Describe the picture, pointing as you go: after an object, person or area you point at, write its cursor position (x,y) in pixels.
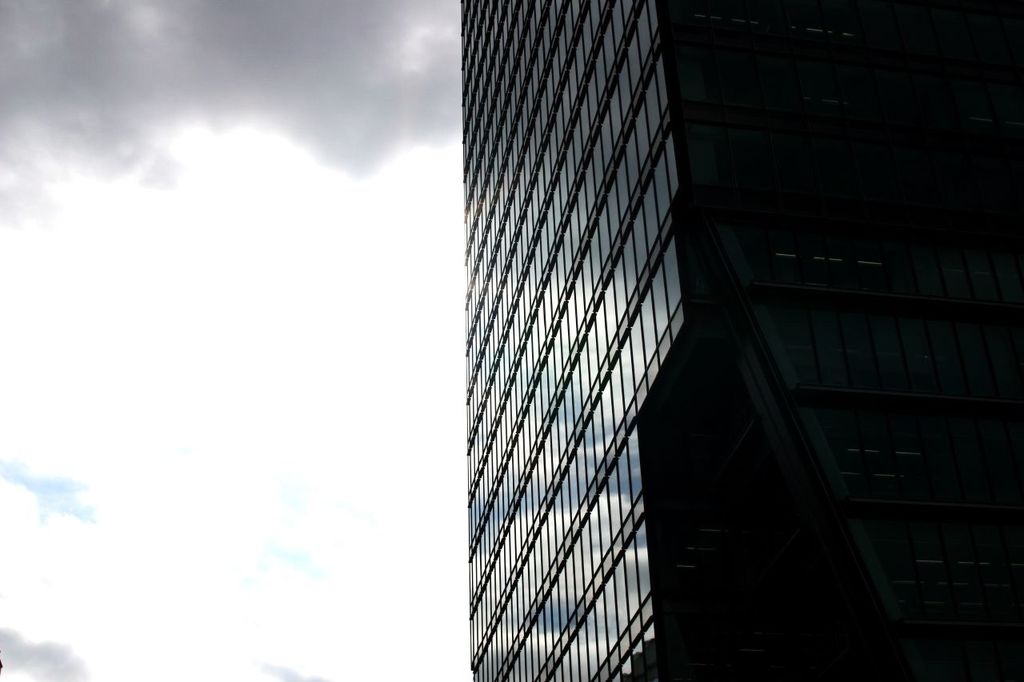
On the left side of the image (250,395) I can see a cloudy sky (295,142). On the right side of the image (840,321) there is a building (665,394).
